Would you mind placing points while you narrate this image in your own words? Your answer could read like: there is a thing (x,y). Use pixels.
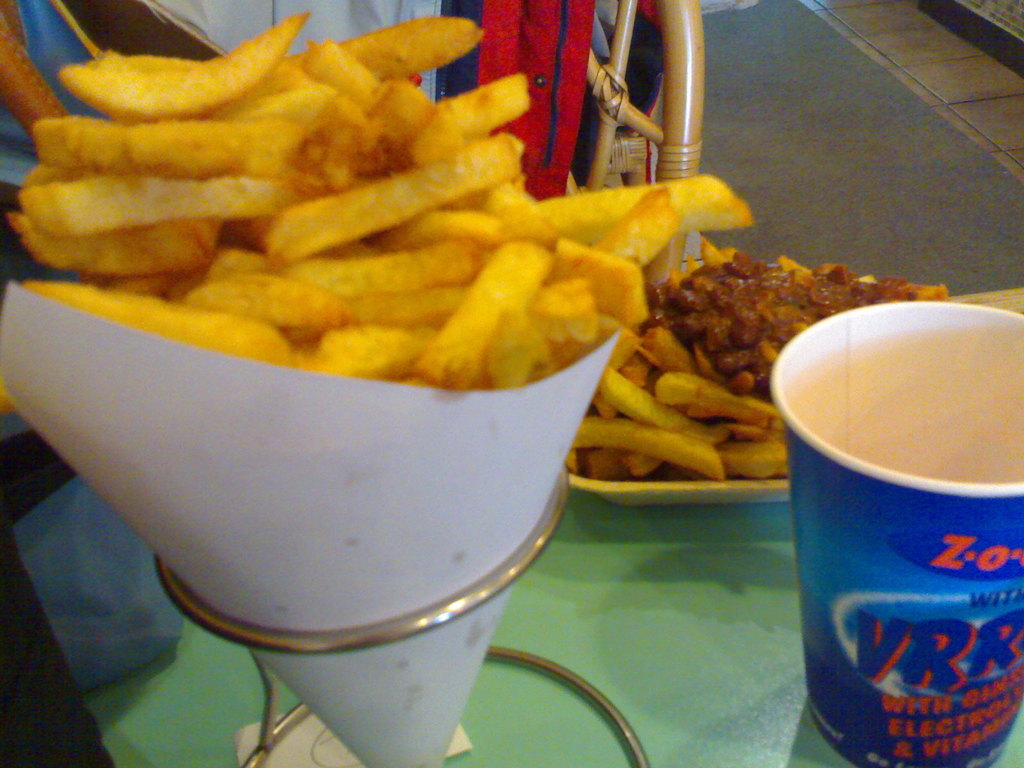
In this image, we can see some food (526,381) and a glass (862,344) kept on the surface (758,549).
